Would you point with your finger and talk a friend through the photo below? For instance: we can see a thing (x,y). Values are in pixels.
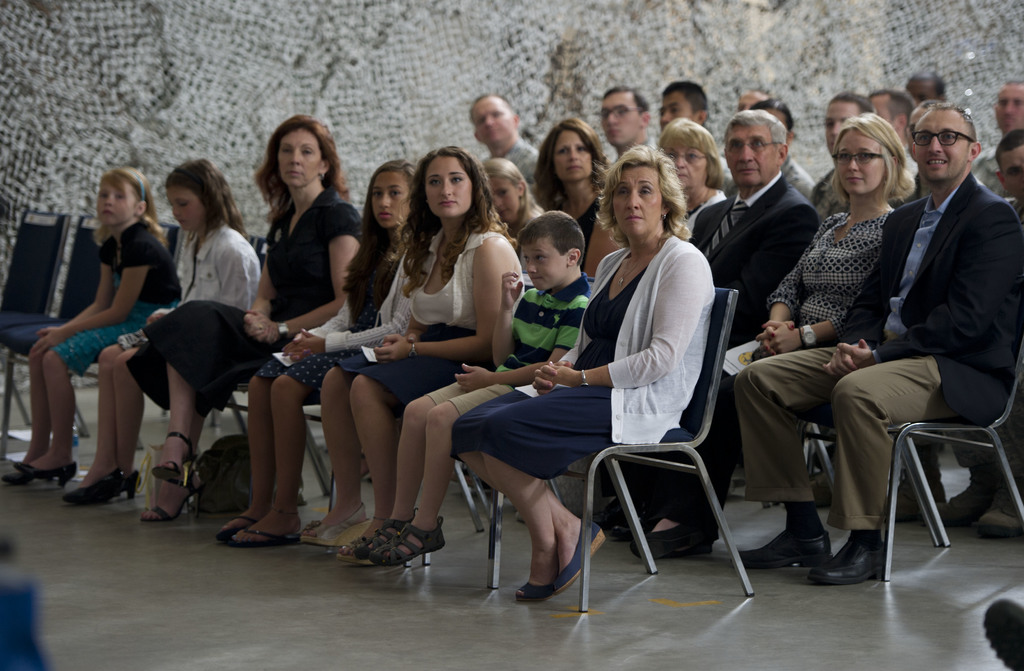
The picture seems to be taken in a hall (143,588) in which there are many chairs (682,446) and many woman (796,332), men (861,448) and kids (505,344) sat on the chairs (661,463).
